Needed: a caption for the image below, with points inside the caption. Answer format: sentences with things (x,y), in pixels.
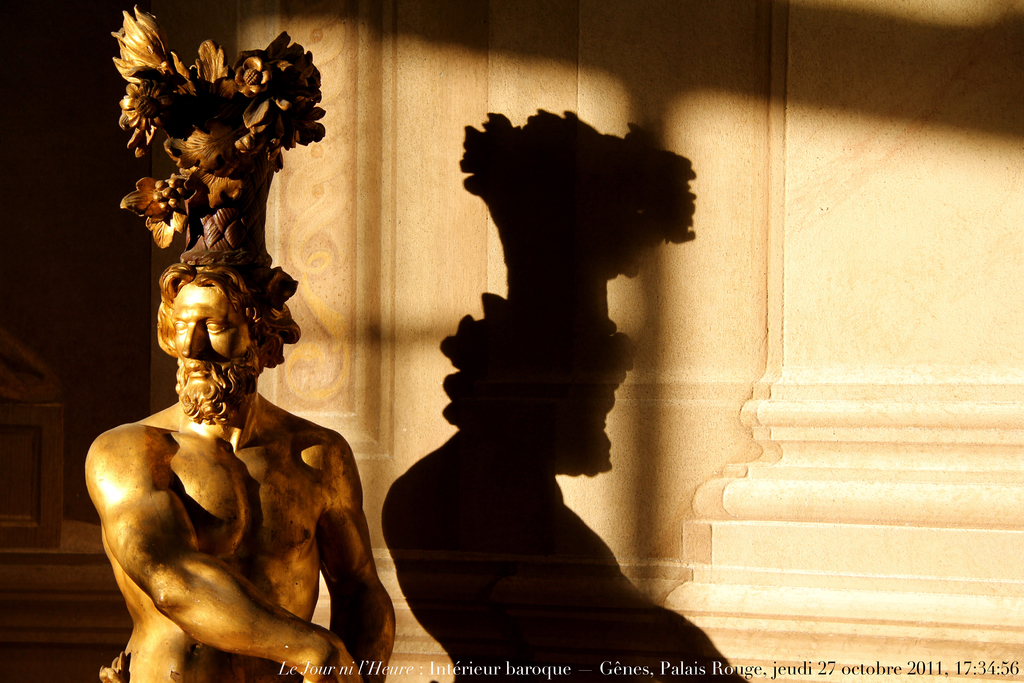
On the left side of the image (285,523) there is a statue (117,479) of a person (199,307) with a flower vase (221,158) on the head (209,281). Beside the statue (233,285) there is a wall (887,350). On the wall (535,423) there is a shadow (494,398) of the statue (266,679). At the bottom of the image (459,670) there is a name (956,666).
